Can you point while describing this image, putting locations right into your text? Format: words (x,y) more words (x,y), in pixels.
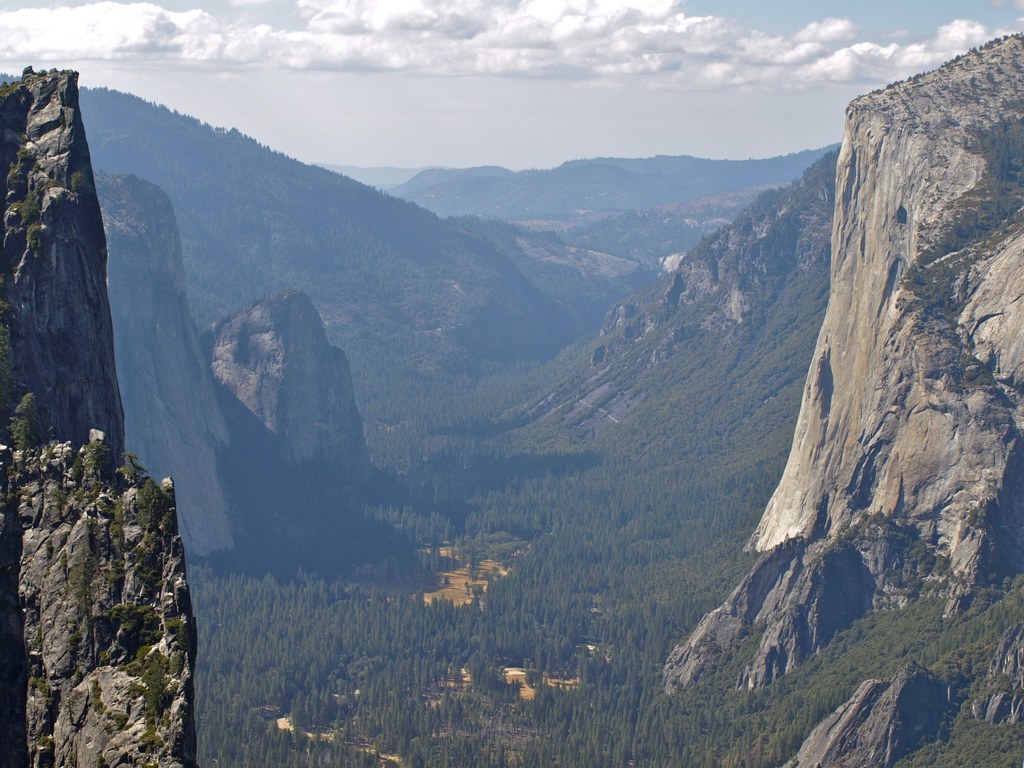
In this image, we can see rocks (962,403), hills (455,319) and trees (582,610). Top of the image (387,111), there is a cloudy sky (480,121).
